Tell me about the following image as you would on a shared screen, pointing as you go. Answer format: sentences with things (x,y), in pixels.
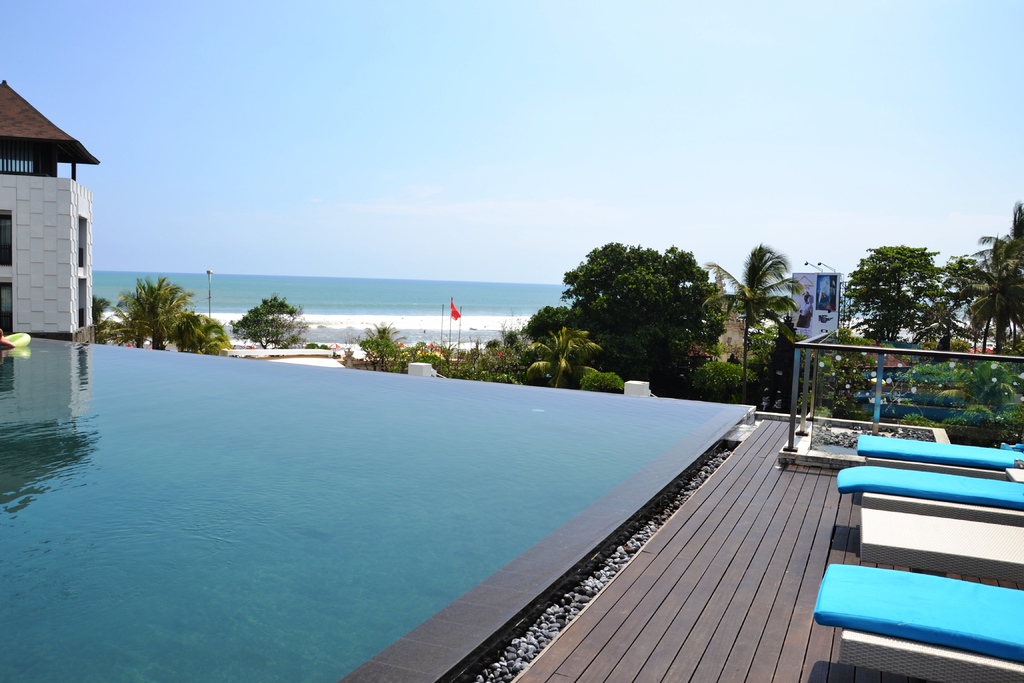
In this image, we can see a swimming pool (275,463), at the left side (50,240) we can see a house (32,242), we can see some green color trees (174,309), at the top (400,68) there is a sky (421,43).
